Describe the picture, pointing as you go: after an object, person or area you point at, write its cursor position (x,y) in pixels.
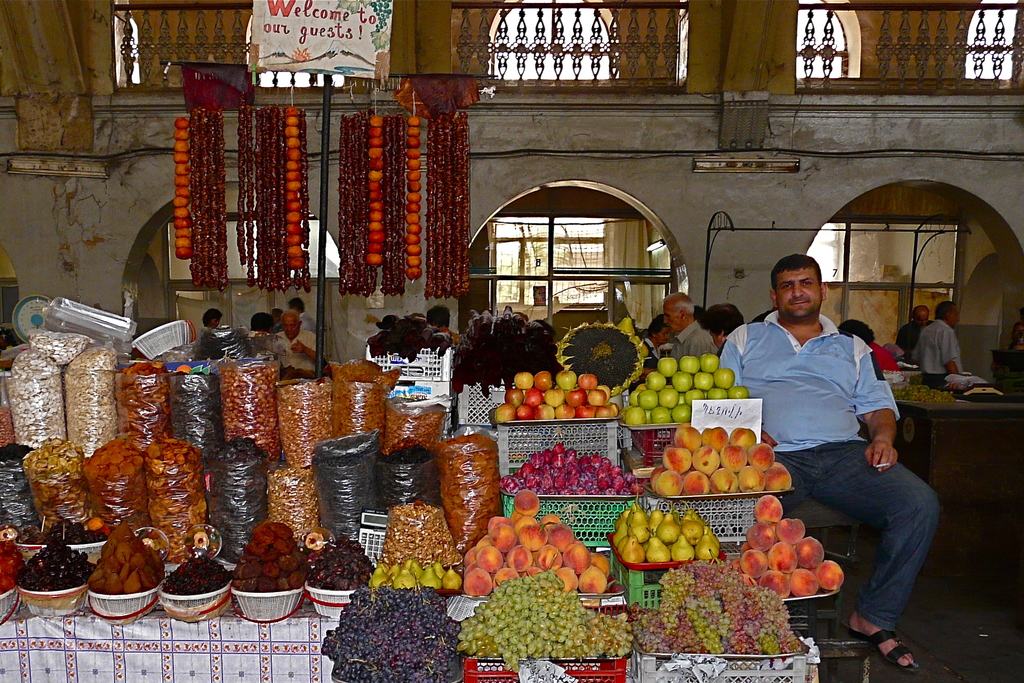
In the foreground of the picture (369,419) there are fruits (605,575) and dry fruits (217,355). On the right (850,443) there is a person (854,515) sitting on chair (856,537). In the foreground (351,595) the fruits (354,552) are placed in baskets (601,517) and covers (293,397). In the background (297,350) there are people (653,326) sitting in chairs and there are tables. In the background (545,240) there are windows (557,248), doors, railing (463,56) and cables (686,151), tube light (716,165) and wall (718,184).
